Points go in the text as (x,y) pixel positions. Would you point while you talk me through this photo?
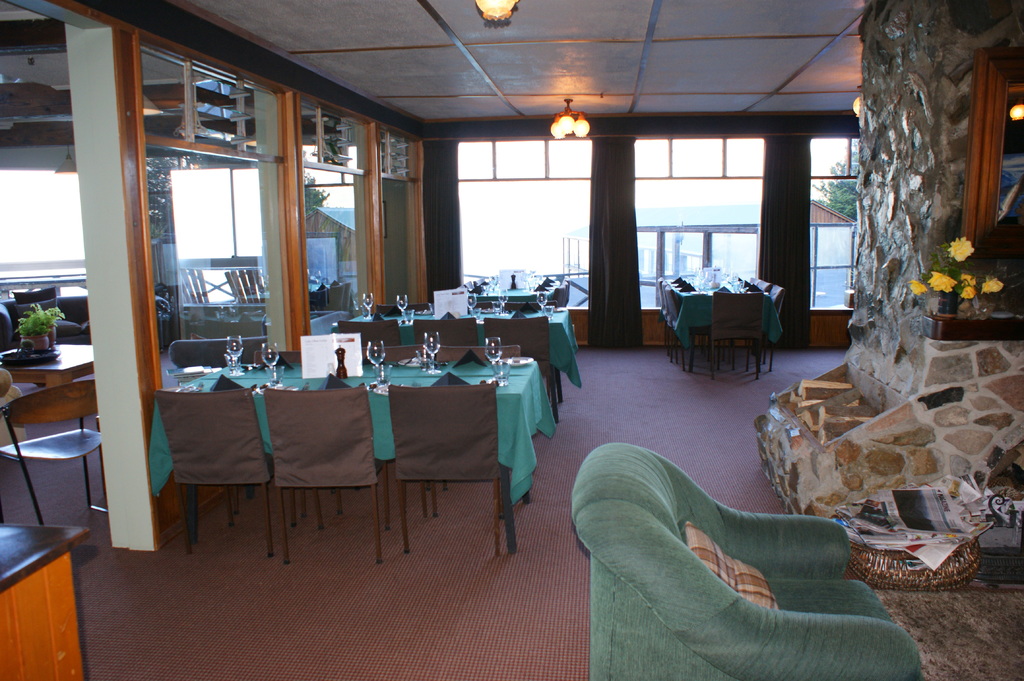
in the picture there was a restaurant (416,373) with the tables (502,469), chairs (316,441), bottles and glasses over the table (217,375), there was also a little plants (39,339), here we can also see lights (568,108) over the roof (655,92).
